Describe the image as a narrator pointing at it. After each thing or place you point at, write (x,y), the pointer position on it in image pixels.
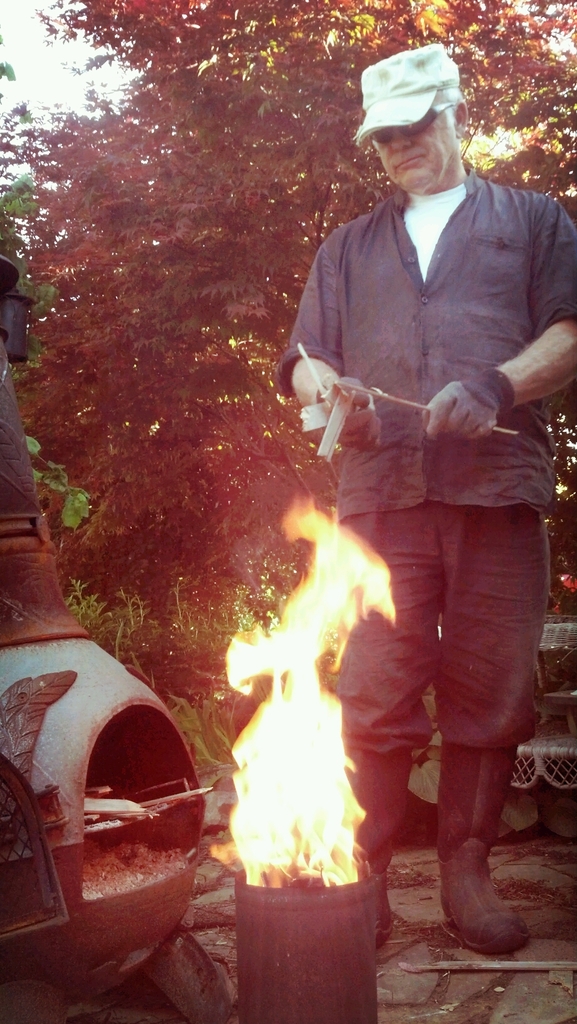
In this image I can see a man (345,283) is standing and I can see he is wearing gloves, shirt (484,453), pant (423,649), shoes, shades (401,128) and a cap (418,82). I can also see he is holding few things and in the front of him I can see fire (279,614) and few stuffs (178,814). In the background (256,133) I can see few trees (116,538).
